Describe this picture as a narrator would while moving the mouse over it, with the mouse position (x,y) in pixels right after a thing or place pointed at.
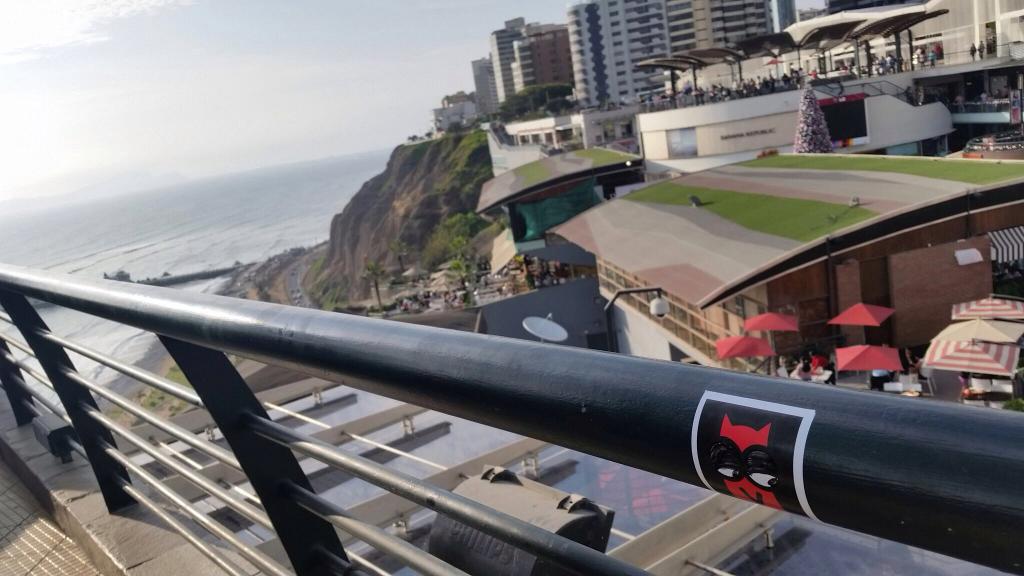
In this image I can see the railing (863,446), many buildings (777,265), tents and the trees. I can see few people (891,70). To the left (109,241) I can see the water (59,253). In the background (133,93) I can see the sky (148,129).
